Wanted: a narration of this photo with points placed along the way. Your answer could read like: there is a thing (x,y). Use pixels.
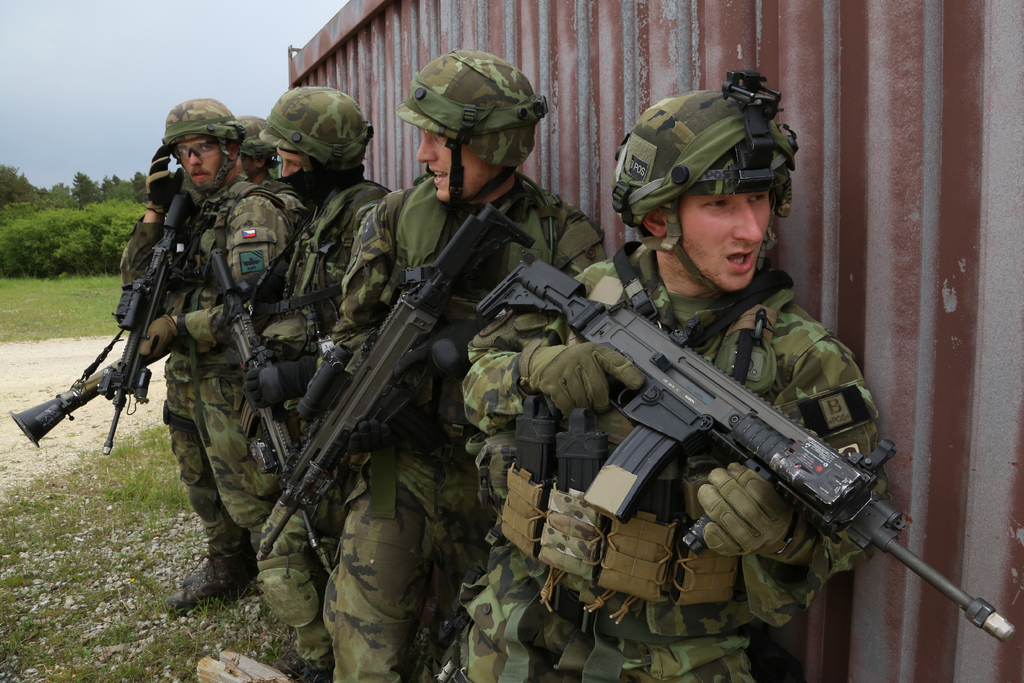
In this image there are persons (200,318) standing and holding guns (407,339) in their hands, there is grass (86,548) on the ground (86,565) and there are stones (106,575) on the ground (71,554). On the right side (984,122) there is a container (771,76) which is brown in colour. In the background (80,201) there are trees (59,222), there is grass (56,302) on the ground (72,295) and the sky (126,64) is cloudy.
